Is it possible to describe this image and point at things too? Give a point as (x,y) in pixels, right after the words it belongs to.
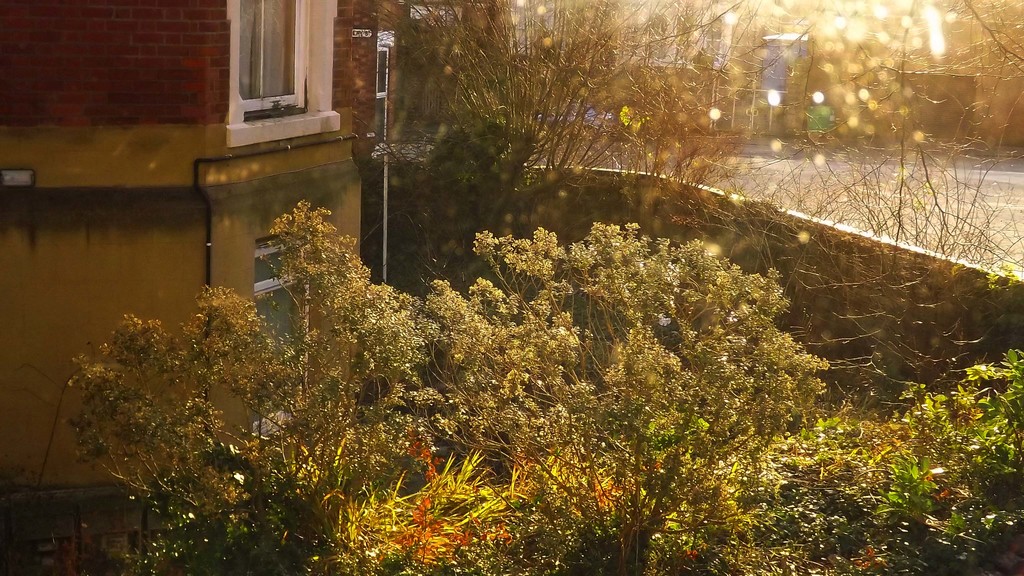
We can see trees (412,406), building (276,260) and wall (809,252). In the background (977,82) it is blur.
